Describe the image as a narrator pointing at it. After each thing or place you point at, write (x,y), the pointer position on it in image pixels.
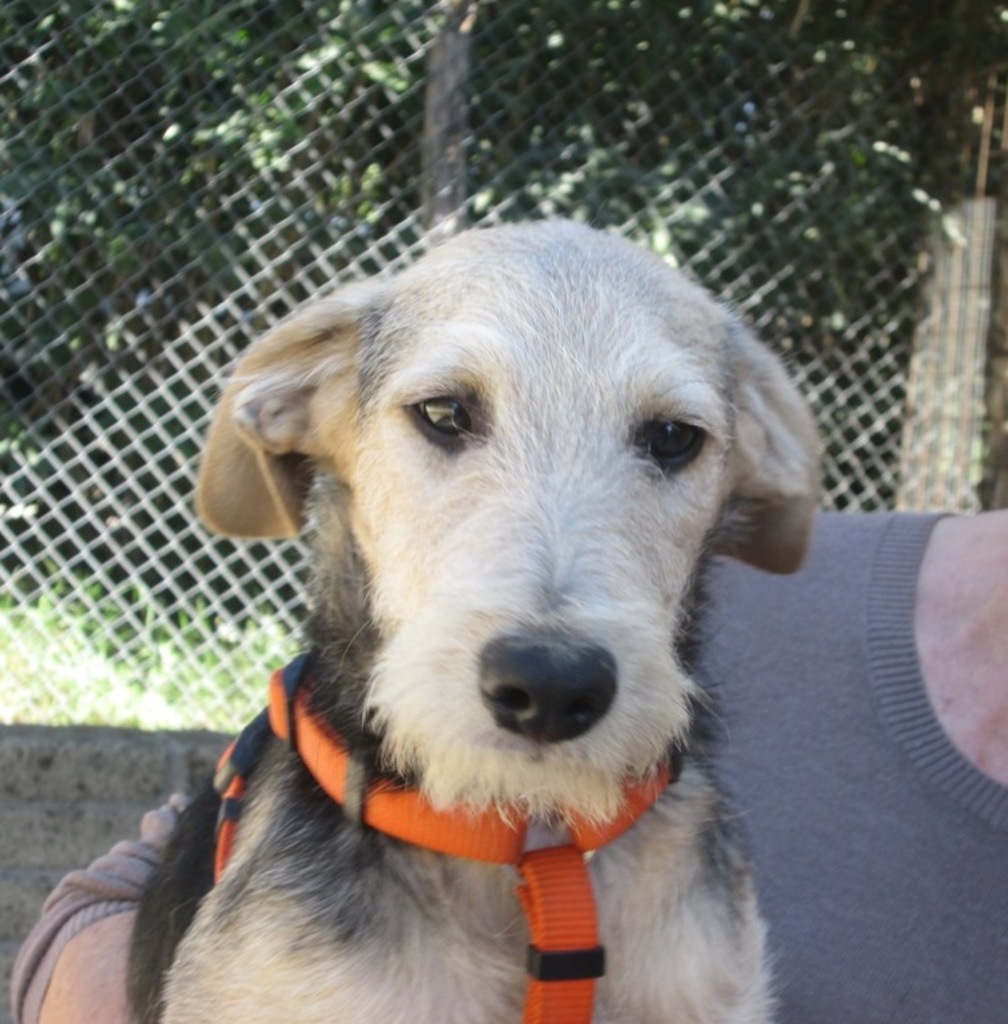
In this image we can see a person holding a dog (475,675). On the backside (253,548) we can see a metal fence (238,548), some plants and trees (806,210).
